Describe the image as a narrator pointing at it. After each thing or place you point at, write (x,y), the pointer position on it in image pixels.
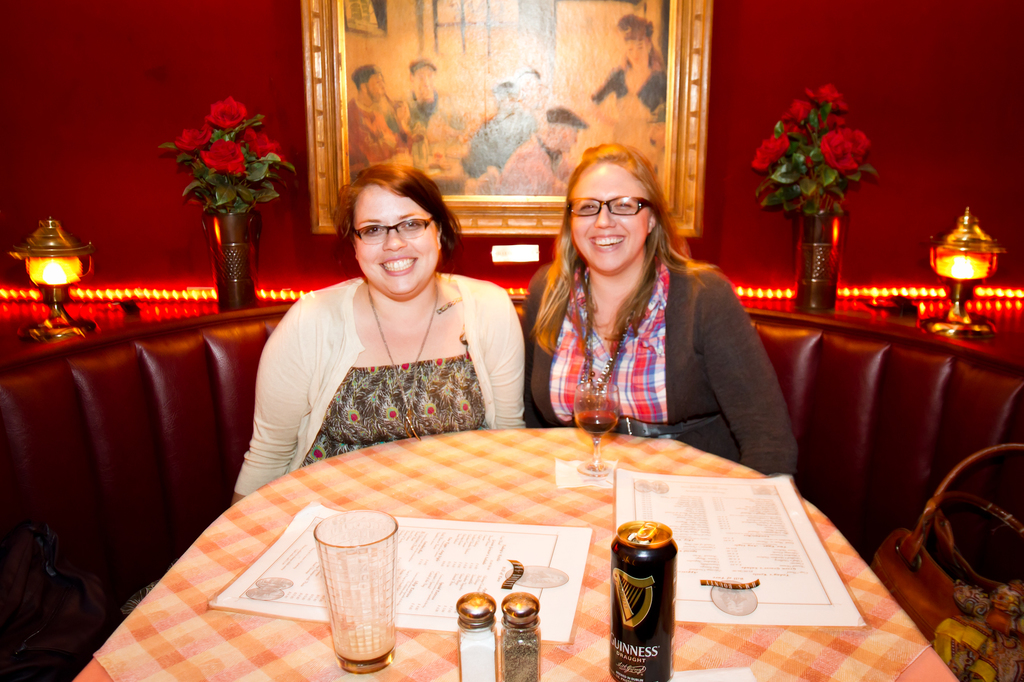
This picture shows two women (318,318) seated on the sofa (16,462) and we see couple of glasses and a couple of papers (488,580) and a can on the table (264,497) and we see a photo frame (455,175) on the wall (852,104) and two flower vase (811,106) and two lights (952,284) on the ledge (995,321).
